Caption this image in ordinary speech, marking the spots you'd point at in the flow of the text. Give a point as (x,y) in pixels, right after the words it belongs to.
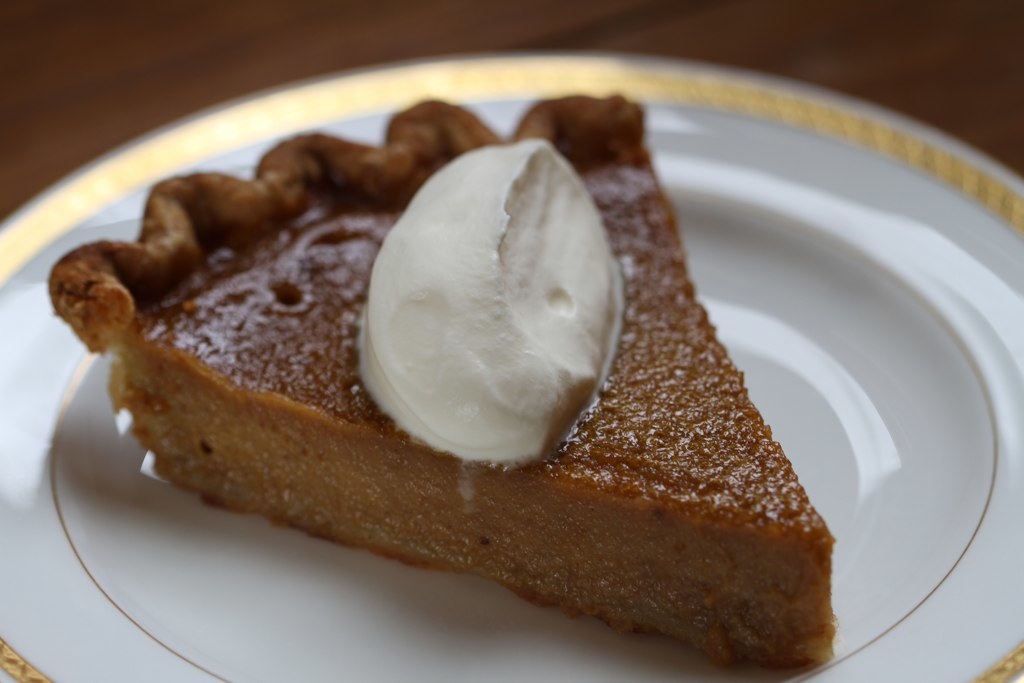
In this picture we can see a white plate (68,609) on an object (34,78) and on the plate (225,597) there is a piece of cake (508,502) and cream (418,390) on it.
